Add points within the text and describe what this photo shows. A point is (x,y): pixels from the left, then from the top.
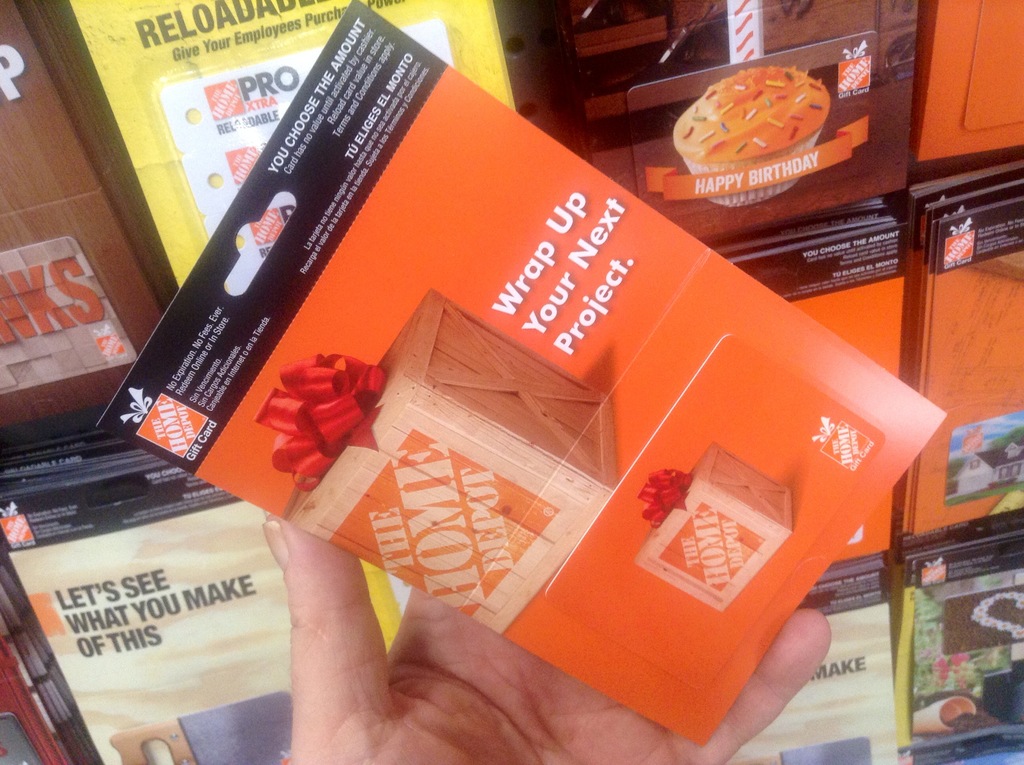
In the picture we can see some cards (884,355) and some advertisements (120,644) on it and person (337,714) holding one card (816,483).
